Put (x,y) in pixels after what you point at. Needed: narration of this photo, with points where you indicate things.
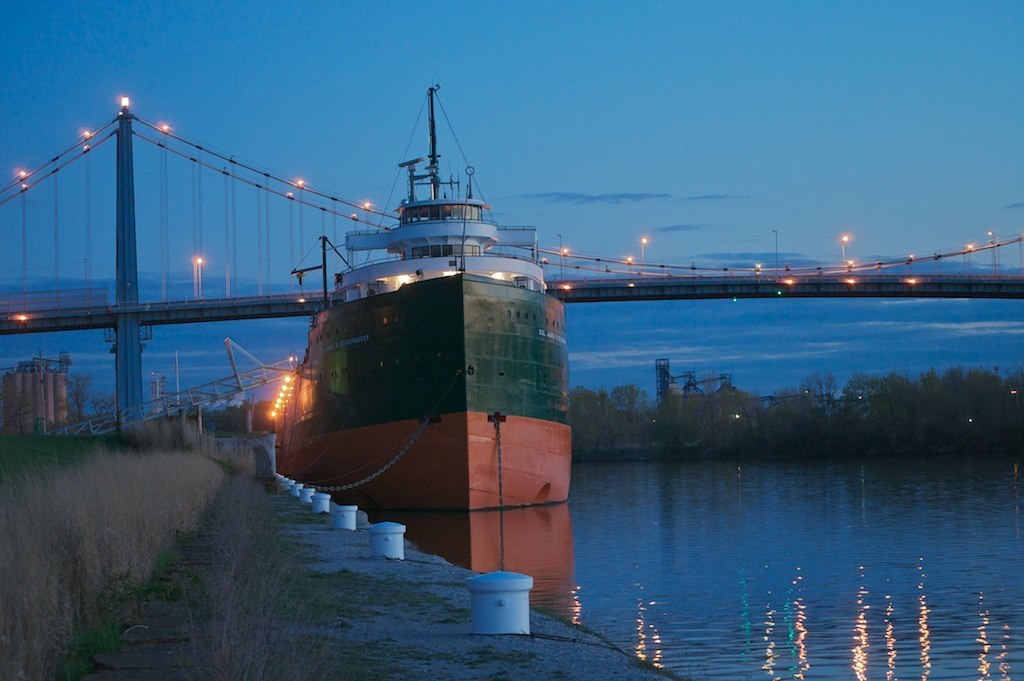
In this picture we can see a ship (434,348) on the water (680,499), plants (124,502), grass (57,470), bridge (880,278), lights (914,278), some objects (34,398) and in the background (602,157) we can see the sky (488,122).
